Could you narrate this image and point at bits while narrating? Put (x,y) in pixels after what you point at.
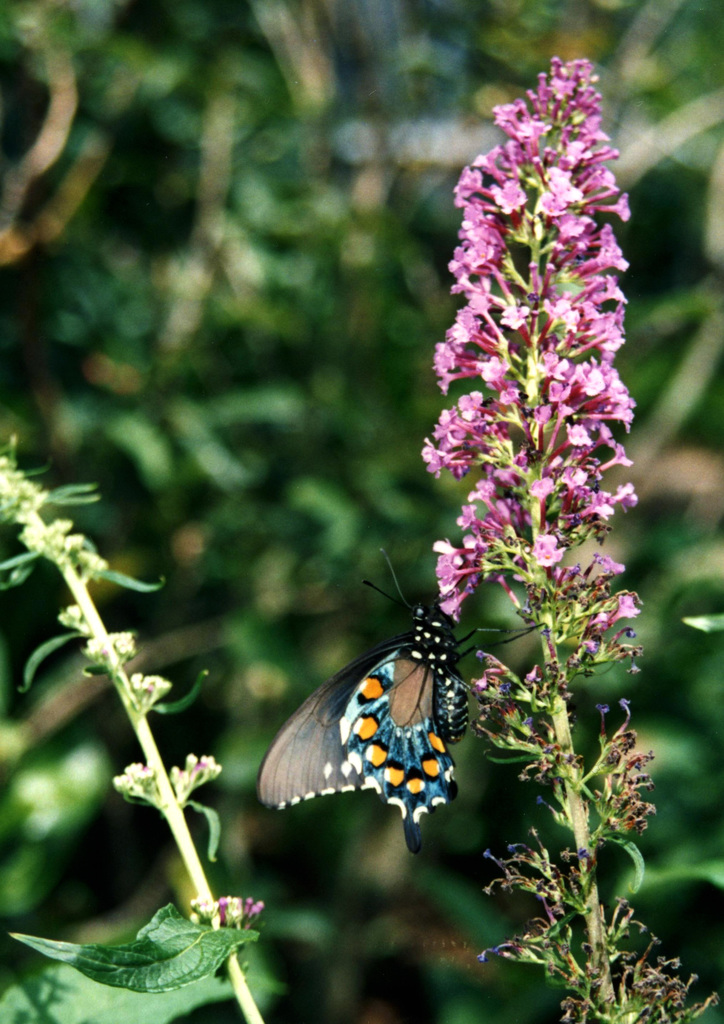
In this picture I can see some flowers (467,398) to the plants (604,802) and also I can see a butterfly (344,711) near the flowers (476,395).
